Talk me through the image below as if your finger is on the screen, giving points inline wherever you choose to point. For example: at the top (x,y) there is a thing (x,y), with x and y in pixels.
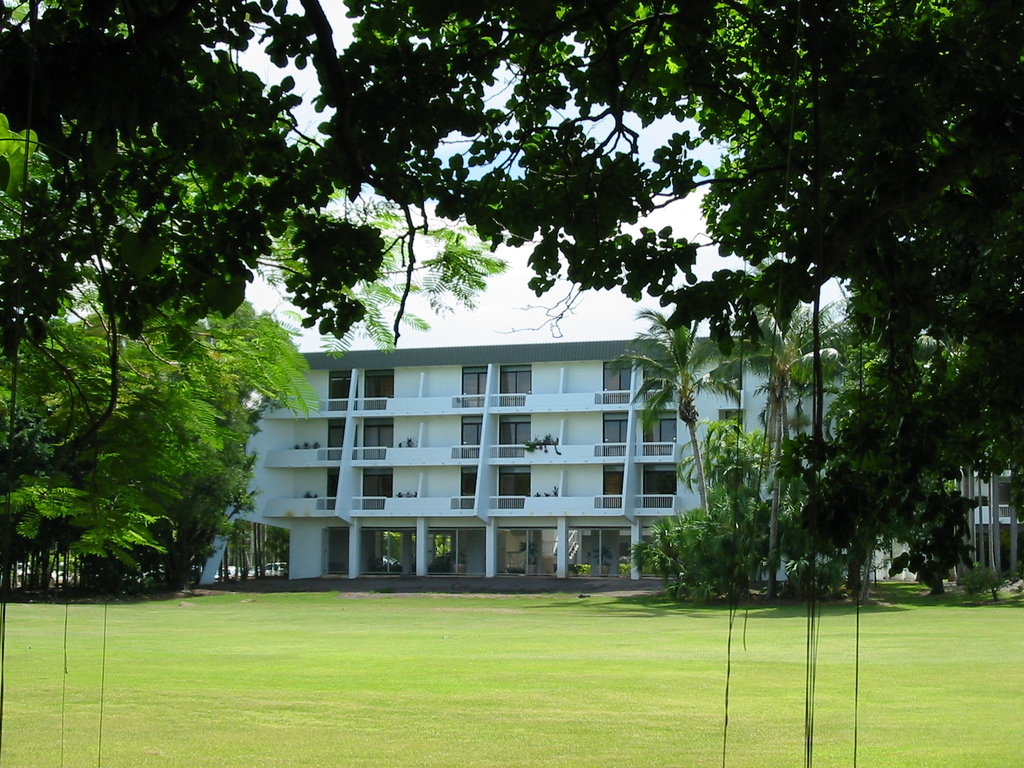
In this image I can see a building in white color, trees (783,543) in green color and the sky (498,328) is in white color.
